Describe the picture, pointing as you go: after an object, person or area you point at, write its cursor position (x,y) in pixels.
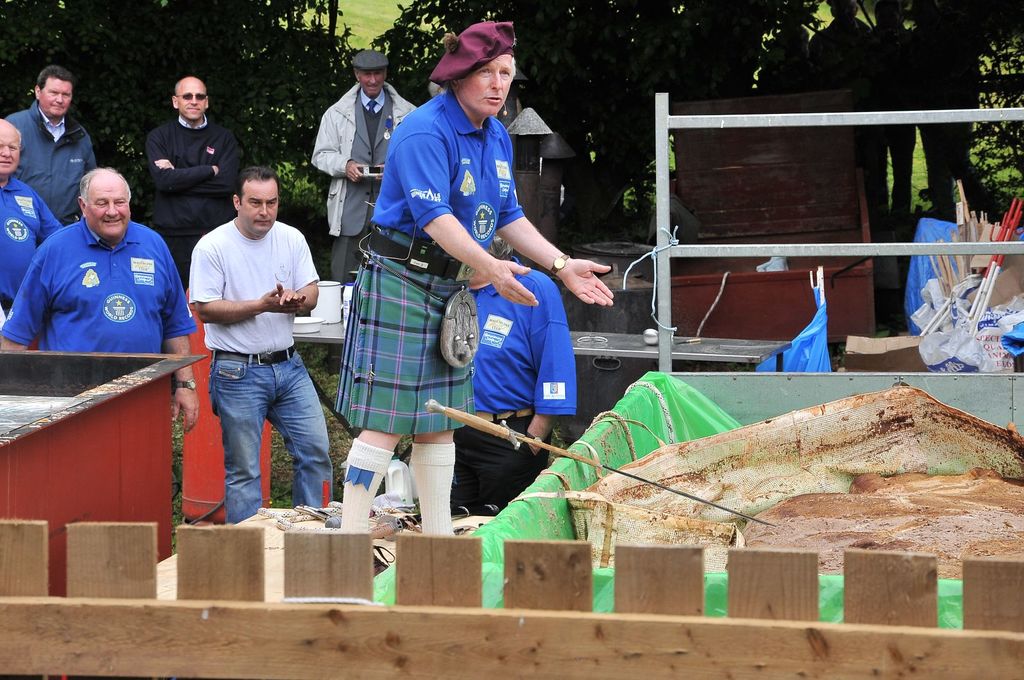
In this picture I can observe few people (348,333) in the middle of the picture (454,365). Most of them are men (340,186). In the background (249,90) I can observe trees (743,43).
